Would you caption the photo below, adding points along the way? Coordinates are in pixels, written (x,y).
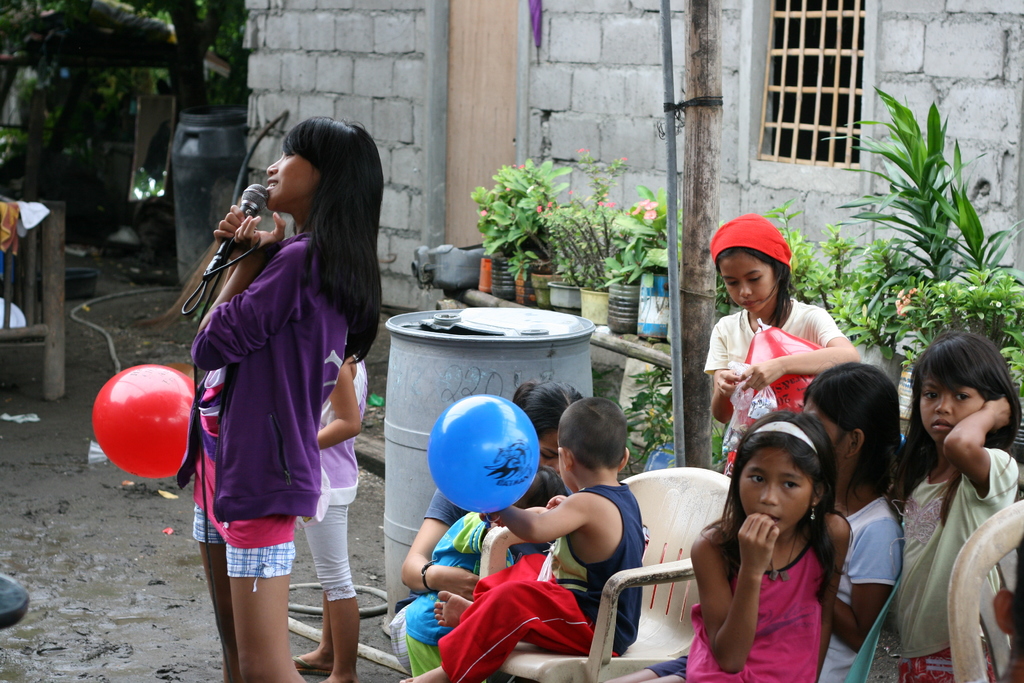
In this image we can see few persons (611,453), a kid (617,441) is sitting on a chair (682,576) and holding a balloon (514,481) in the hand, a girl (332,294) is holding mic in the hands (240,252). In the background (321,653) we can see few persons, balloon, plants (589,241), window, wall (359,51), drum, clothes (25,218) on a platform (50,266), objects (220,172) and trees (238,78).
